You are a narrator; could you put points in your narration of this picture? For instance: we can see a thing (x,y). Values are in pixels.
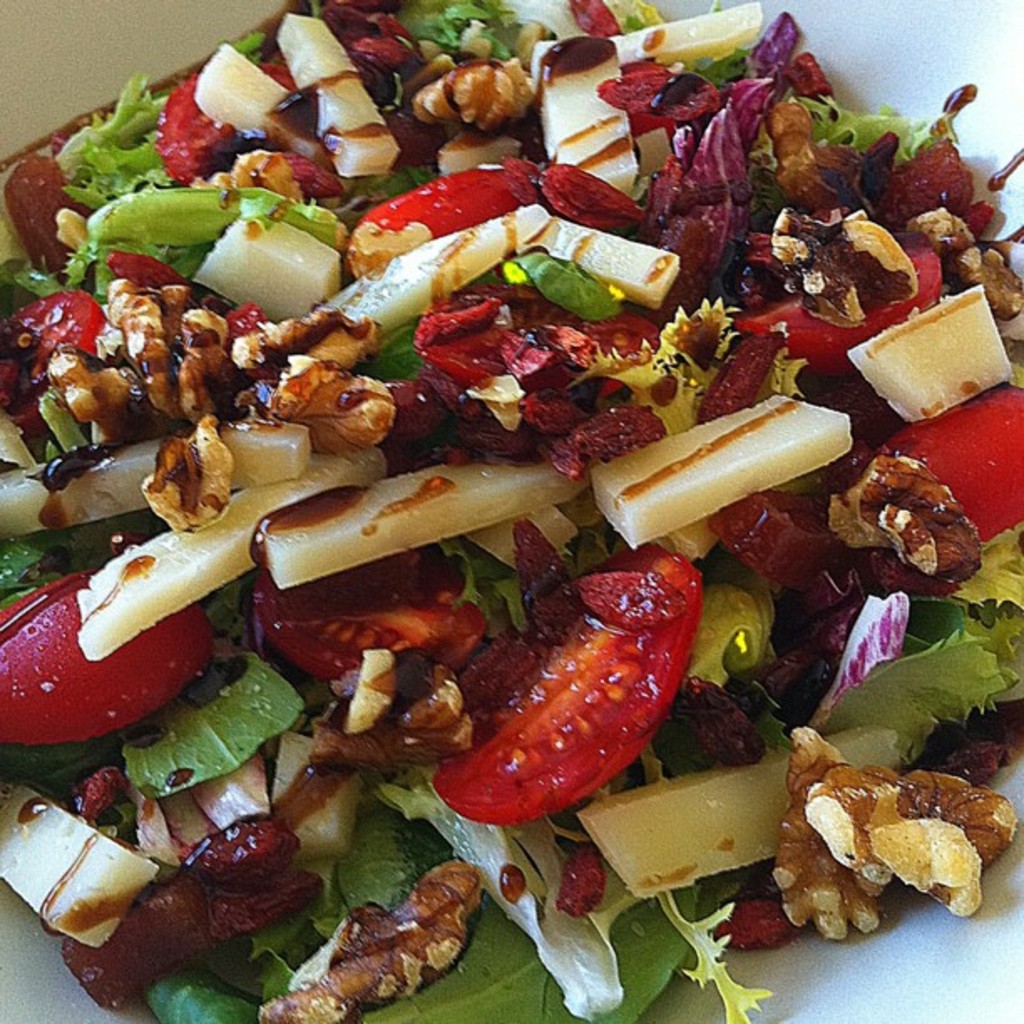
In the foreground of this image (464,640), there are cut fruits (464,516) and vegetables (517,624) are on a white surface (892,979).
